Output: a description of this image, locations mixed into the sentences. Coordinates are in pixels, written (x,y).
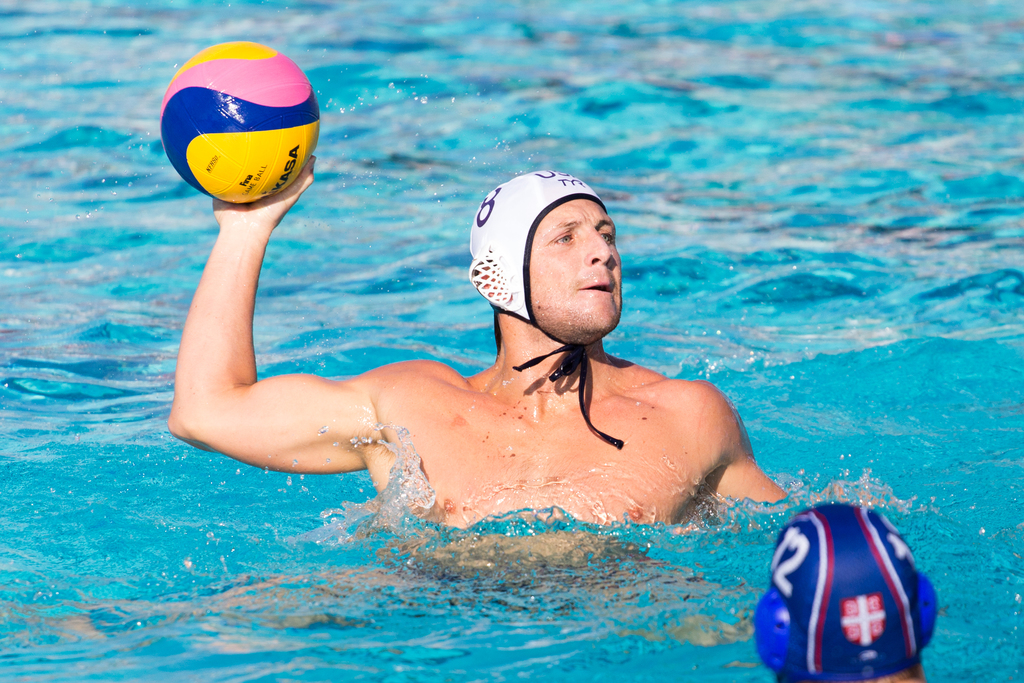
In this image there are two persons (575,337) in water (648,334), in which a person (543,323) is holding a ball (302,115).
